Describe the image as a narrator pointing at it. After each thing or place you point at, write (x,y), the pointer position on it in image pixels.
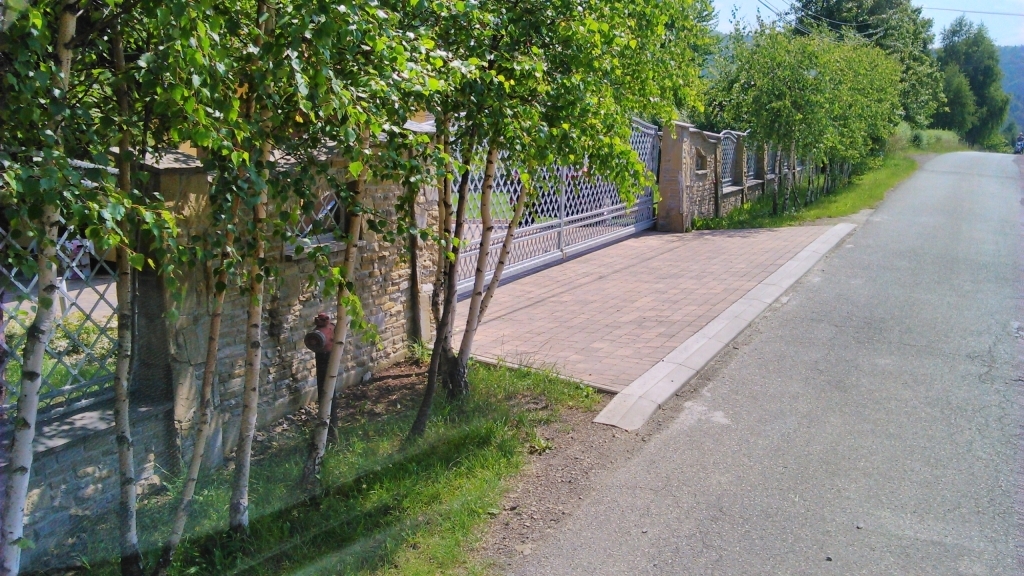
In this image I can see grass (491,403), trees (478,296), fence (347,367), fire hydrant (319,369), mountains (1015,124) and the sky (744,24). This image is taken may be during a day.
